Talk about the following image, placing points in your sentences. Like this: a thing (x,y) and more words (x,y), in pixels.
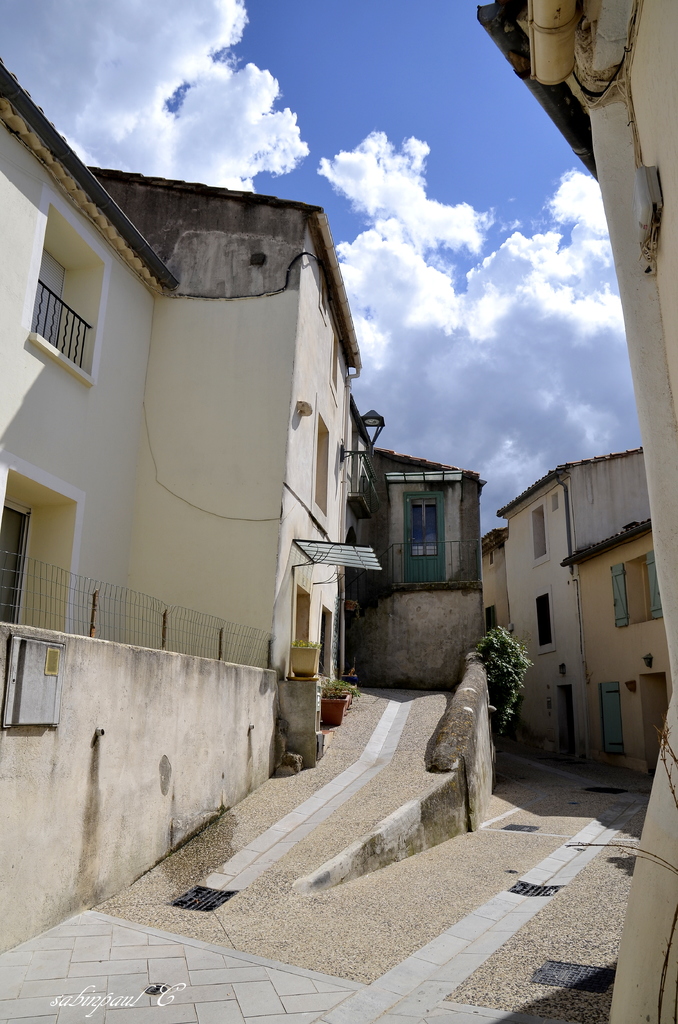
In this image, in the middle (356,680) there are buildings (258,618), plants (324,683), road (381,773), windows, fence (178,626) and a wall (128,743). At the bottom (147,992) there is a text (86,1002). At the top (357,176) there are sky (280,184) and clouds (170,145).
